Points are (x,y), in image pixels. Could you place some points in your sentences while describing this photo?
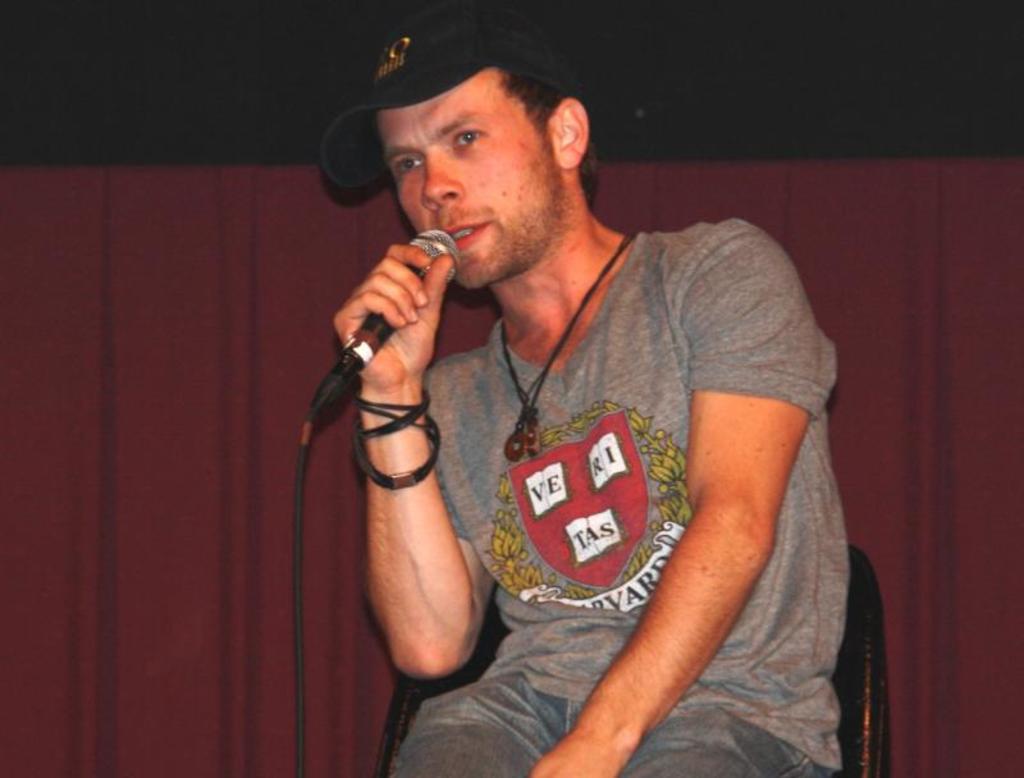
In this image, in the middle (377,464) there is a man (740,618) sitting on the chair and he is holding a microphone (344,377) which is in black color and he is speaking in a microphone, in the background (325,728) there is a red color curtain (915,388).
